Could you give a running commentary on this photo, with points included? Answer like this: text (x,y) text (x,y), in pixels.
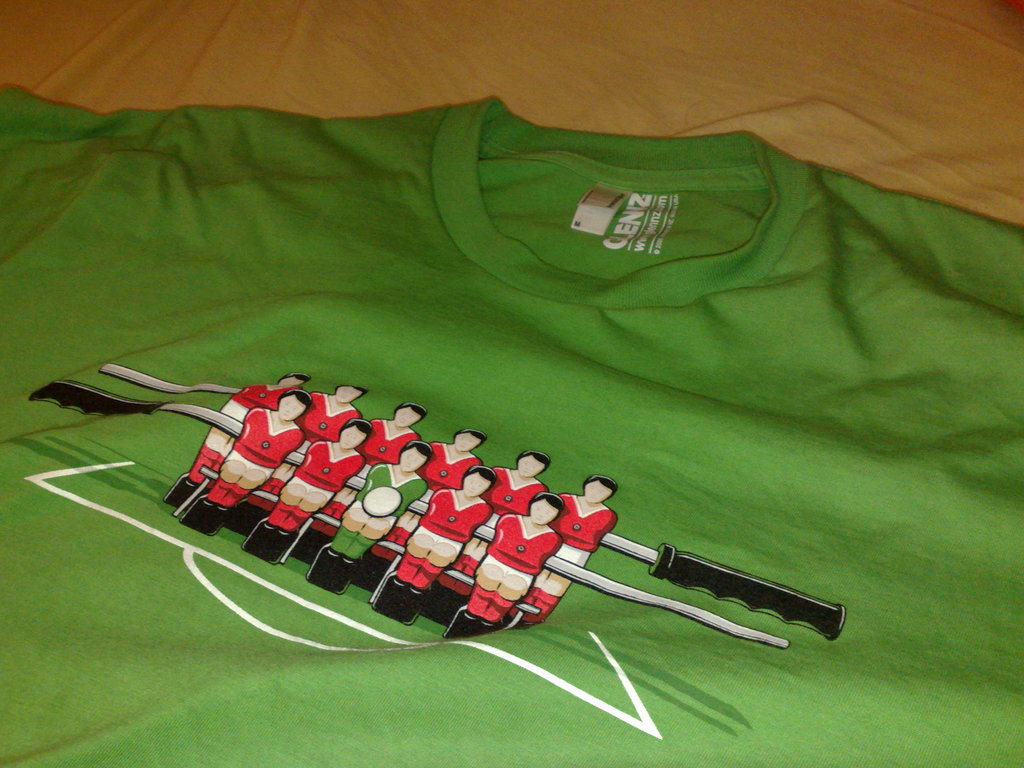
This image consists of a green color T-shirt (625,504) is kept on a bed (493,68).
